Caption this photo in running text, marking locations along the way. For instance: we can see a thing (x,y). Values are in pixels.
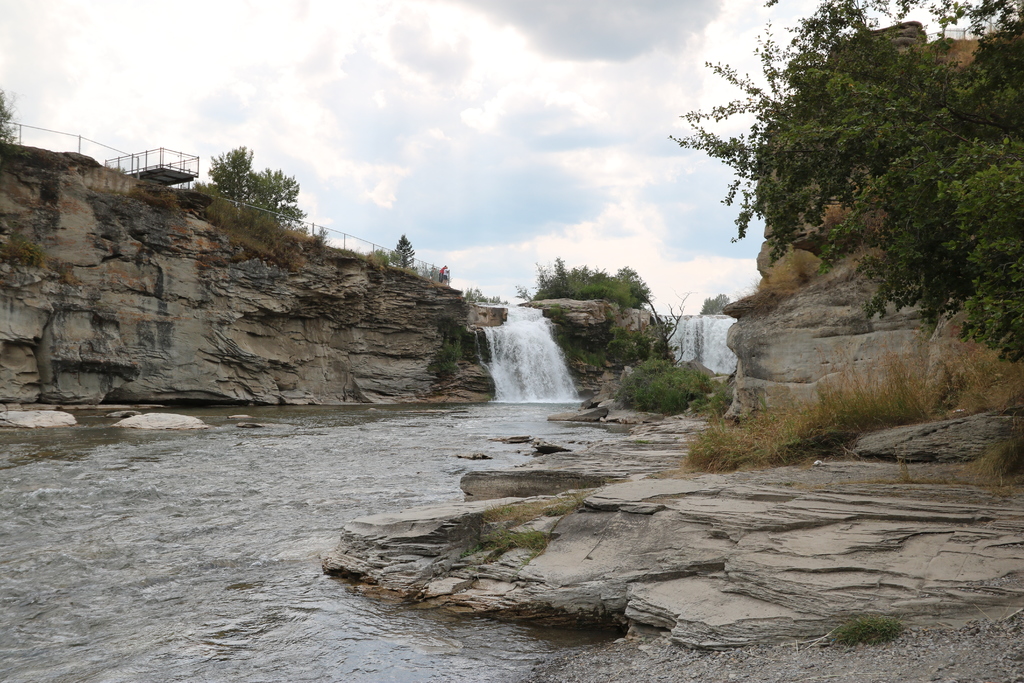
It is a waterfall (520,394) the water (536,333) is flowing from a hill (549,318) and on the left side (297,219) above the hill (41,180) there is a fencing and behind the fencing (279,218) there are many trees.
